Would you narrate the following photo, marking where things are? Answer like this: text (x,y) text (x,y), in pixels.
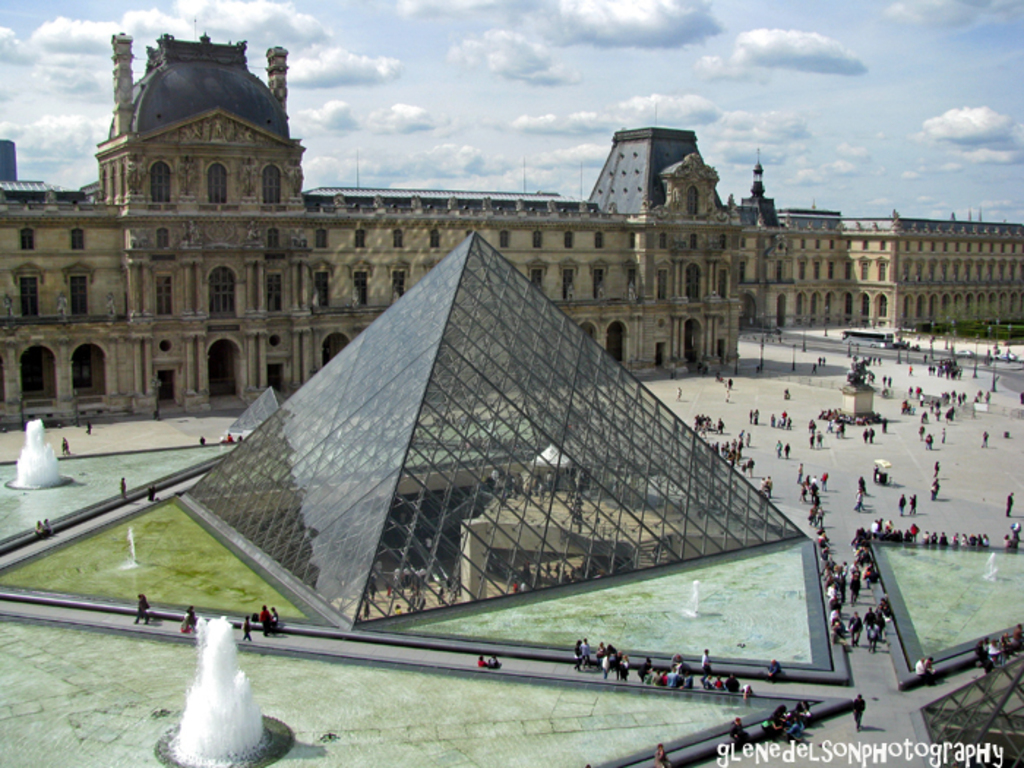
In the front of the image (445,432) we can see glass pyramids (455,481), water fountains (33,455), people (916,531) and statue (858,374). In the background of the image (390,222) there are buildings (389,224), cloudy sky (860,179), people (731,383), vehicle (860,338) and poles (763,342). At the bottom right side of the image (792,752) there is a watermark (816,754).
